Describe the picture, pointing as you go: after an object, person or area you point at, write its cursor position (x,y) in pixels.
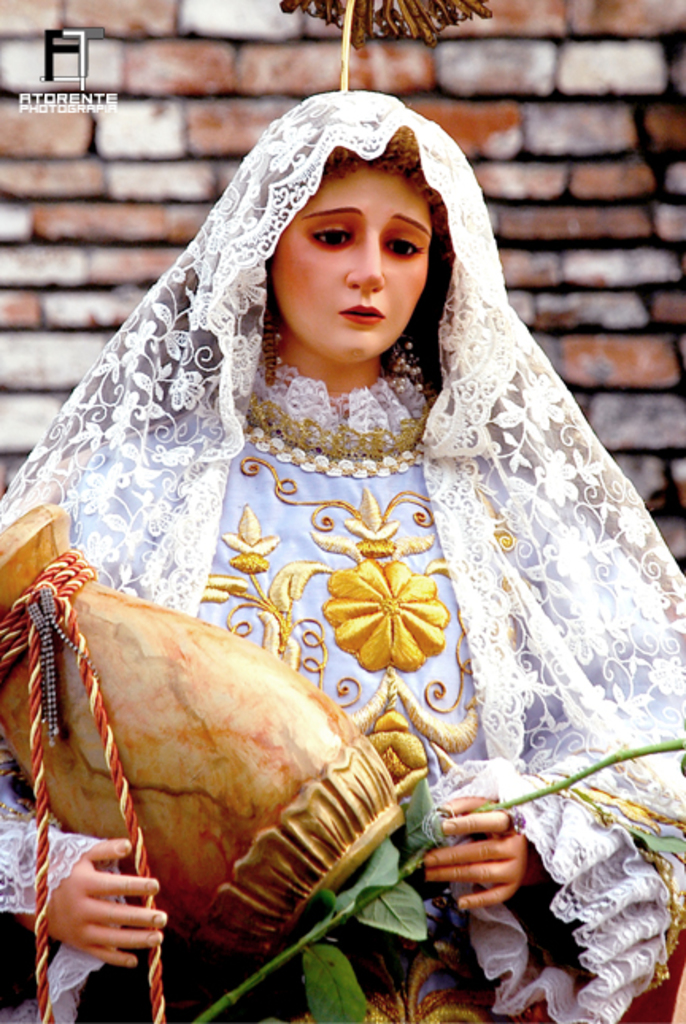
In this image we can see a statue (447,685) of a woman (436,753) holding a vase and the stem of a plant (340,963). On the backside (575,300) we can see a wall (533,304).
